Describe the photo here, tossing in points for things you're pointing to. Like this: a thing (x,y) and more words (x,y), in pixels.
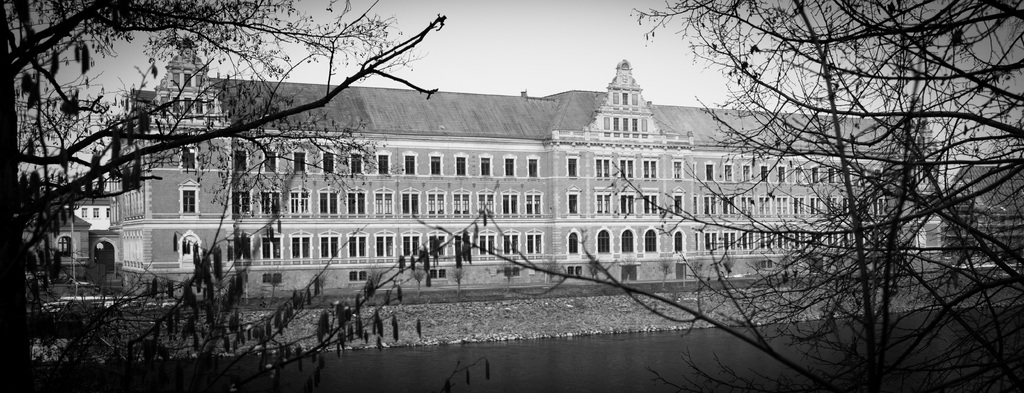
In this image there is building (881,217) in front of that there is lake (599,343) and trees (50,381).
